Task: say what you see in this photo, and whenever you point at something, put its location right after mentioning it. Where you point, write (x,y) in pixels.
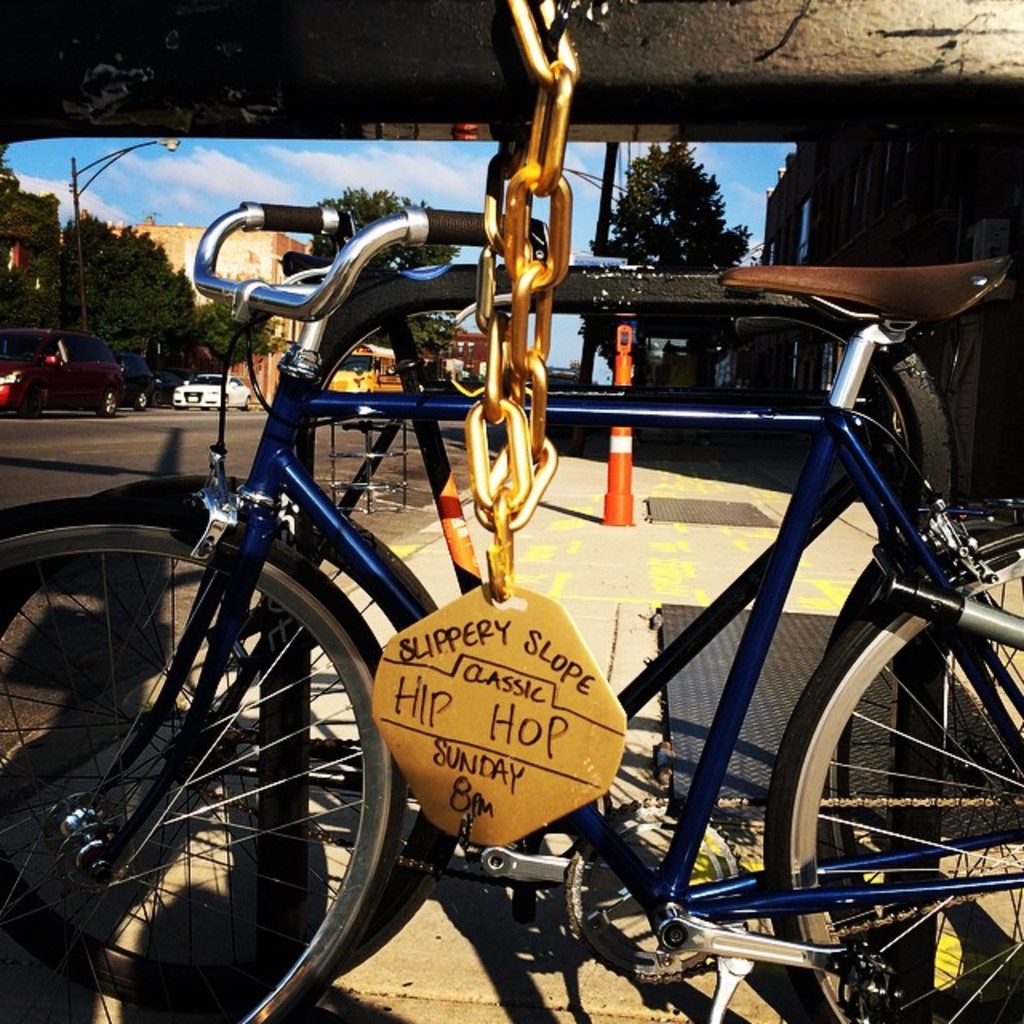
This is the picture of a road (23,627). In this image there is a bicycle (265,783) on the footpath (434,928) and it is locked with the chain (560,49). At the back (231,394) there are vehicles (123,397) on the road (13,482). There are buildings (785,262) and trees (17,303) and there are poles (74,193) on the footpath (751,868). At the top (88,154) there is sky (132,160) and there are clouds (298,165). At the bottom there is a road (107,430). In the foreground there are manholes (691,646) on the footpath (575,970).
